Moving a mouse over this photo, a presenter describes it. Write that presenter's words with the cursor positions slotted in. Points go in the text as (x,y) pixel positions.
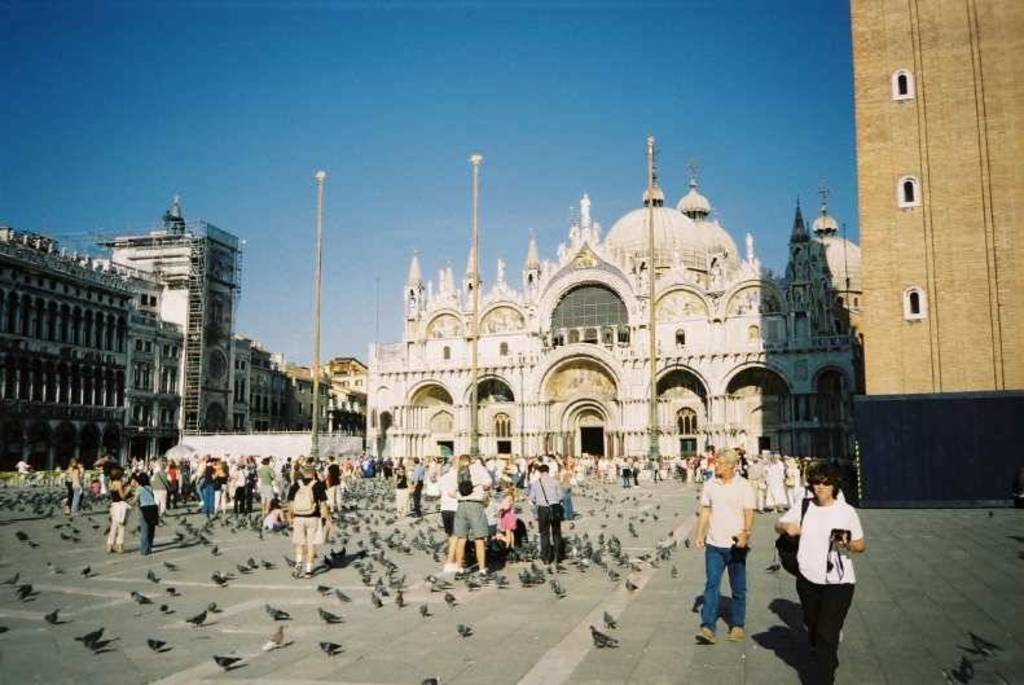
In this image there is the sky (353,94) truncated towards the top of the image (466,56), there are buildings (351,425), there is a building (940,125) truncated towards the right of the image (948,157), there is a building (48,403) truncated towards the left of the image (31,337), there are persons (839,523), the persons (406,503) are wearing bag (794,548), the persons (538,509) are holding an object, there are birds (146,602) on the ground (636,606), there are poles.
